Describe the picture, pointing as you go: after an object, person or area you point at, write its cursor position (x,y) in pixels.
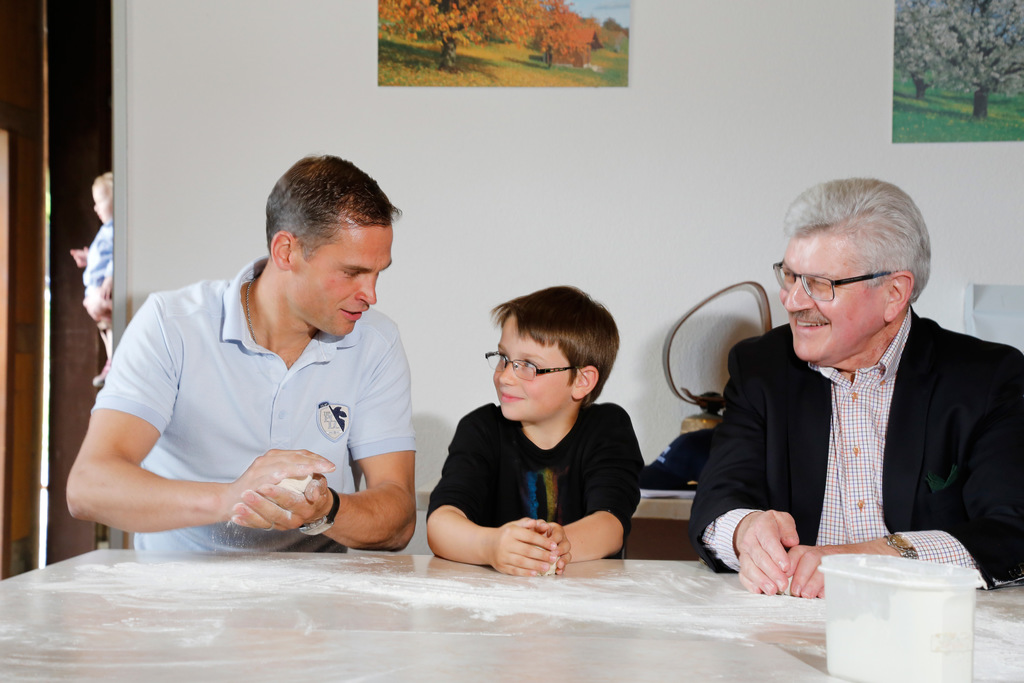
There are three persons (865,320) sitting on the chair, in front of the table (797,639) on which box (938,582) is kept. Left side of the person (335,517) is holding a dough (309,480) in his hand (296,496) and looking at each other. Three of them are smiling and looking at each other. In the left side of the image (102,289) little, kid (99,200) is standing. In the background (467,19) middle and rightmost wall painting (1021,97) is there. In the background (202,13) there is a wall (197,164) of white in color.
